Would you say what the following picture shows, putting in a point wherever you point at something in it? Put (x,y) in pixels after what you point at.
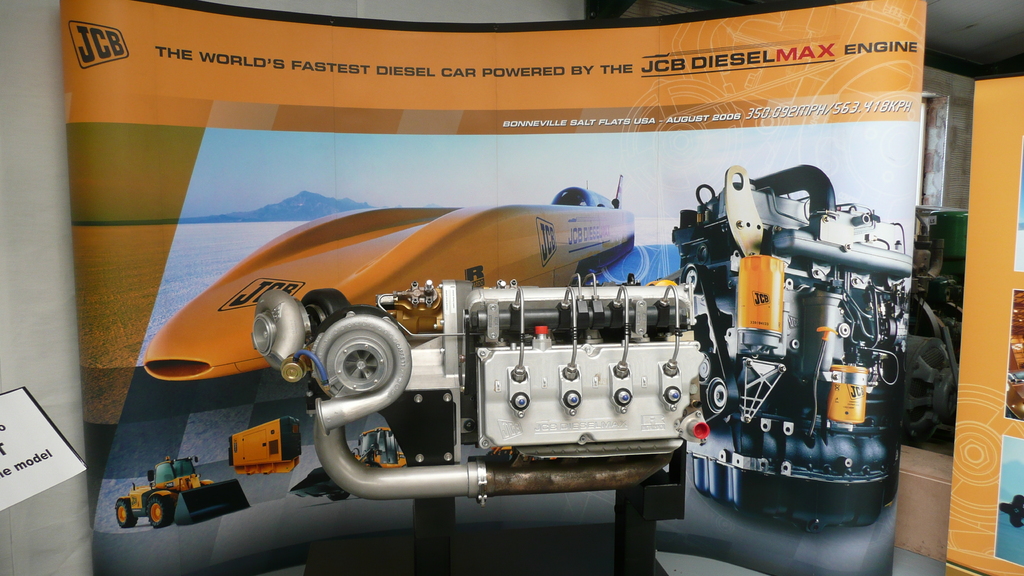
This picture is clicked inside. In the center (382,288) there is an orange color banner (168,39) on which we can see the picture (696,217) of some objects (814,241) and the picture (340,158) of a sky (340,187), hill (236,222) and a water body (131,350) and a picture (201,488) of a vehicle (202,483). In the center (425,318) there is a machine (428,374) which is placed on the ground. In the background (937,339) there are some objects (937,339) placed on the ground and we can see the roof (970,49) and the banners (997,450).
